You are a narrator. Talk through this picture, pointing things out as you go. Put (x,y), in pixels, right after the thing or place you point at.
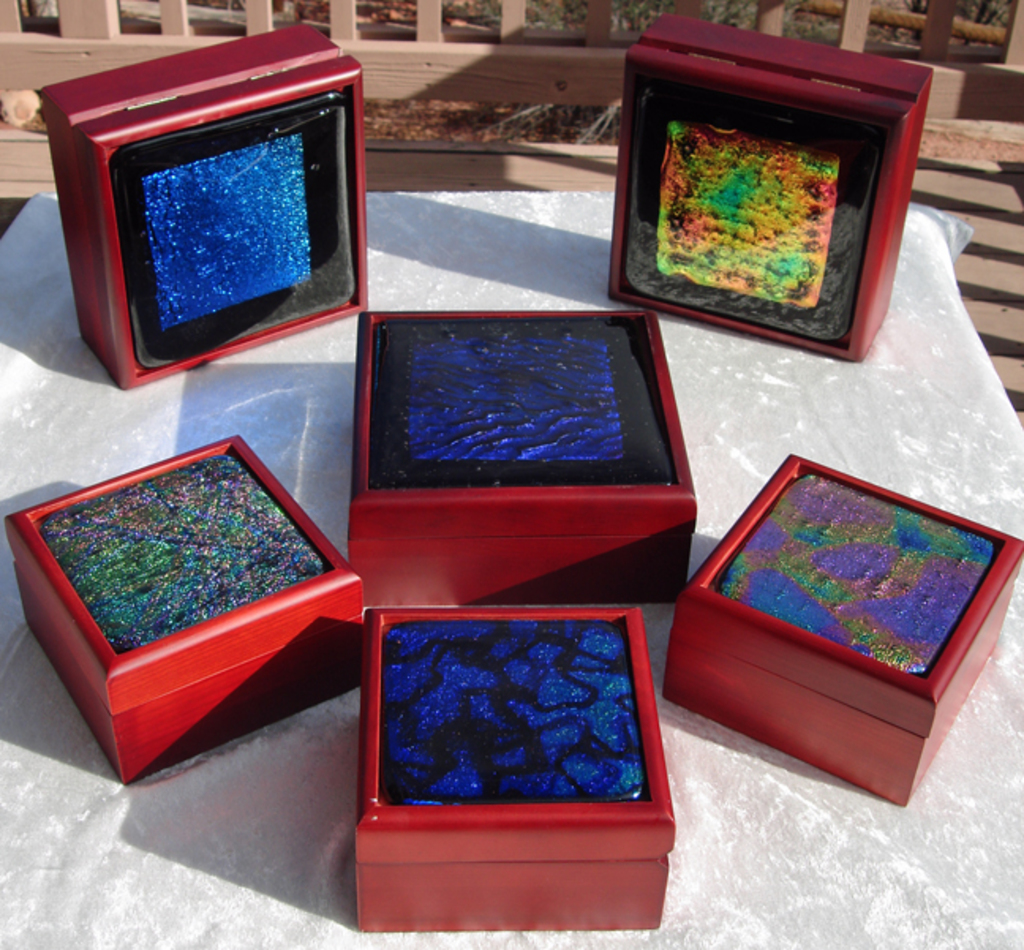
In this picture I can see there are few boxes (639,572) placed on a white surface (906,858) and they have decorations (459,649) on top of it and there is a wooden fence (67,46) in the backdrop (1018,108).
